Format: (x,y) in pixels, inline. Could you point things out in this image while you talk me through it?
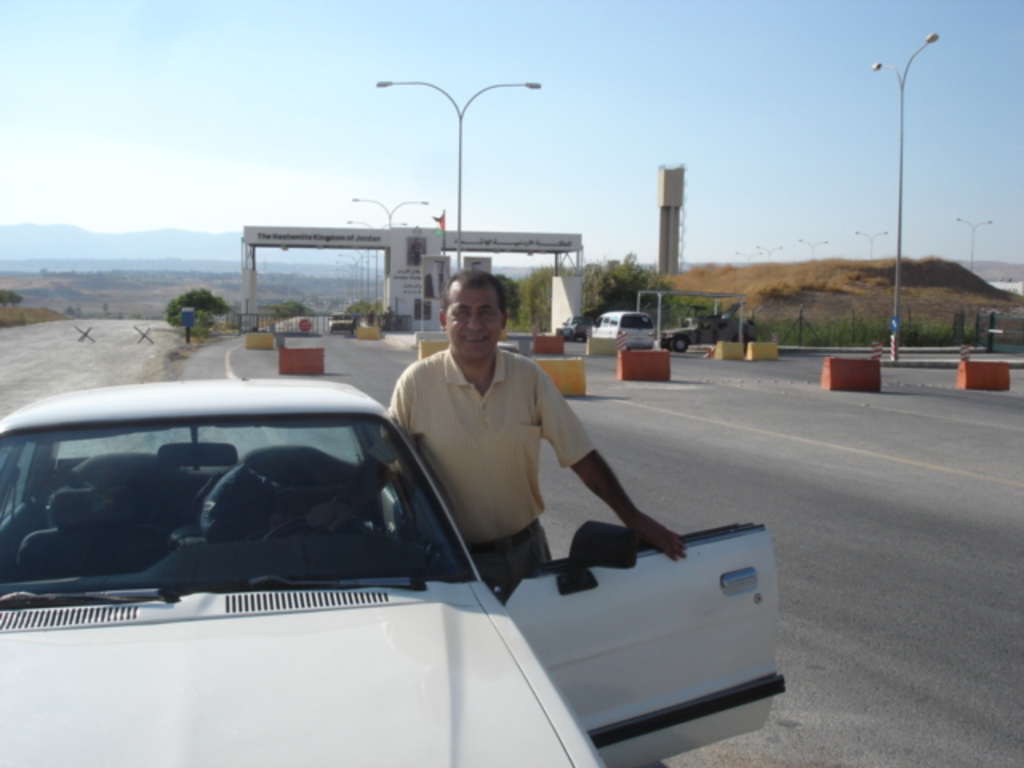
This image is taken outdoors. At the top of the image (216,144) there is the sky (682,147). In the background (183,251) there are a few hills (815,290). There are many poles (898,256) with street lights (902,120). There are a few trees (628,260) and plants (606,285). There is a tower (671,260). There is an arch (411,276). There are a few boards (430,282) with a text (303,237) on them. There is a toll gate (397,298). A car (631,344) is moving on the road (712,370). On the left side of the image (244,429) a car (267,568) is parked on the road (365,387) and a man (530,433) is standing on the road (579,497).
